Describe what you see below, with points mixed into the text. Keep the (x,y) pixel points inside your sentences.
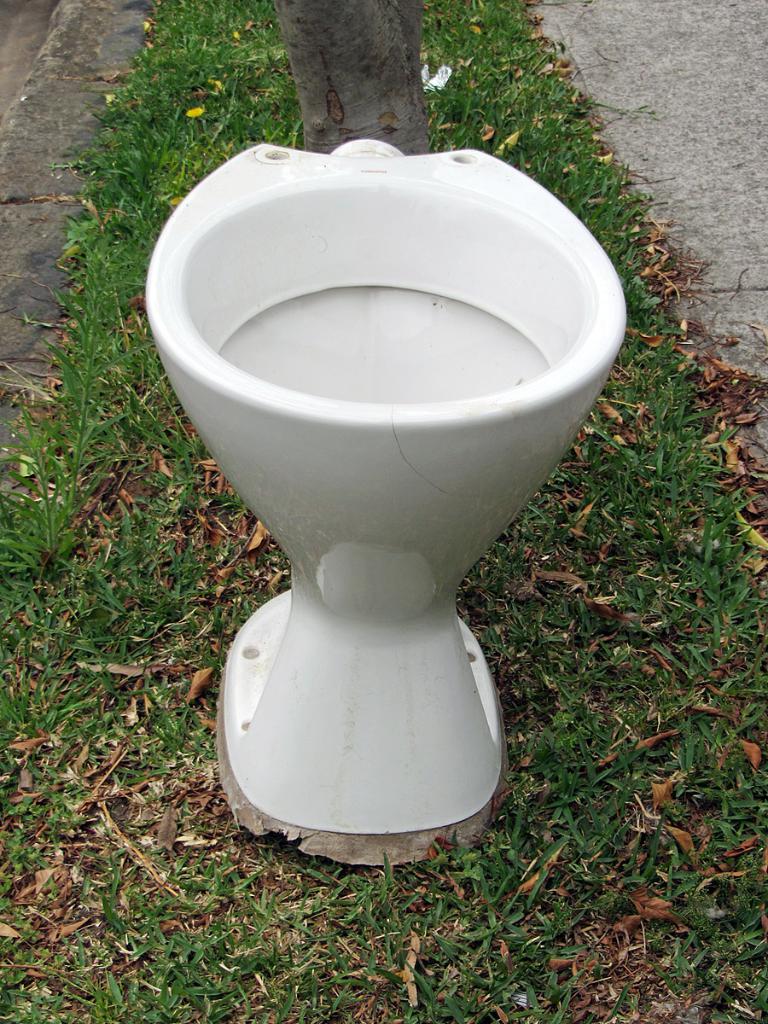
In this image I see the toilet seat (384,352) and I see the grass (242,62) and few dried leaves (598,604) and I see the path (612,126).
